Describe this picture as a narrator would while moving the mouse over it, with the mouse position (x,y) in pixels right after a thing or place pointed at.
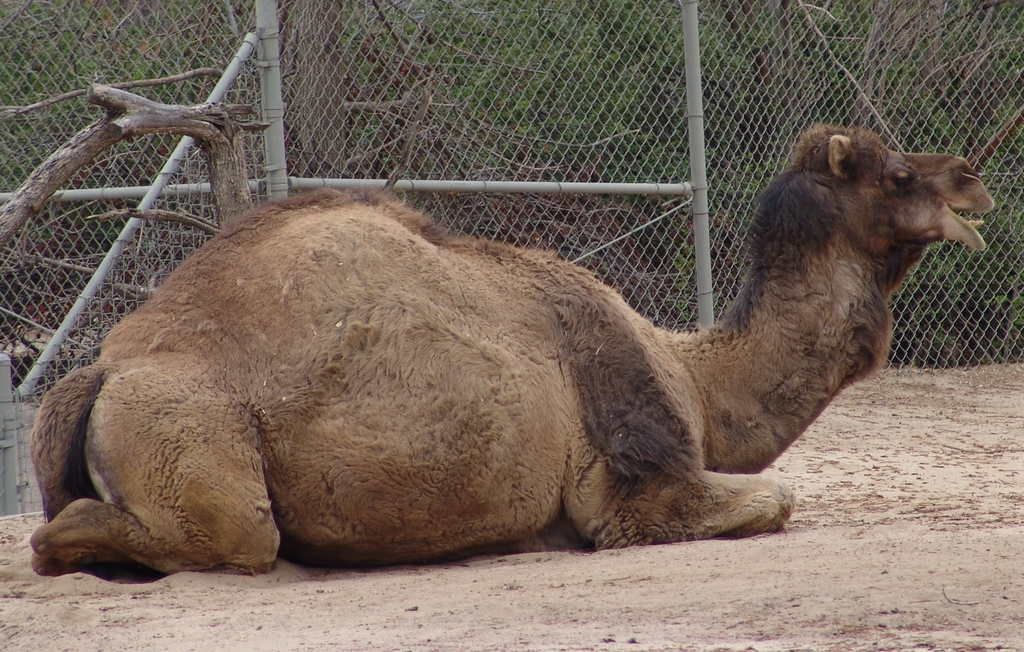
In this image we can see a camel (278,375). Behind the camel (294,425), we can see mesh (190,170), a bark (126,216) of a tree (208,123) and trees (830,14). At the bottom of the image (433,585), we can see the land (333,612).
